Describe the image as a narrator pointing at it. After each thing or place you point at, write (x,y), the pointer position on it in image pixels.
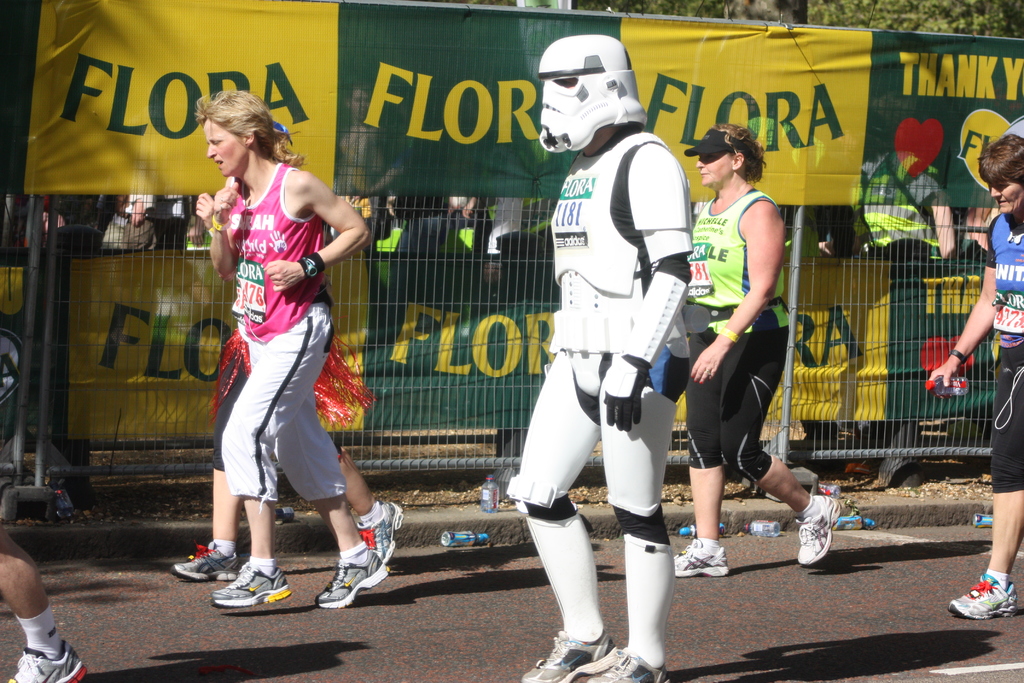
In this picture I can see there are few people (601,295) jogging and in the backdrop (337,92) there is a fence (380,435), banners (619,29) and trees (962,15).
